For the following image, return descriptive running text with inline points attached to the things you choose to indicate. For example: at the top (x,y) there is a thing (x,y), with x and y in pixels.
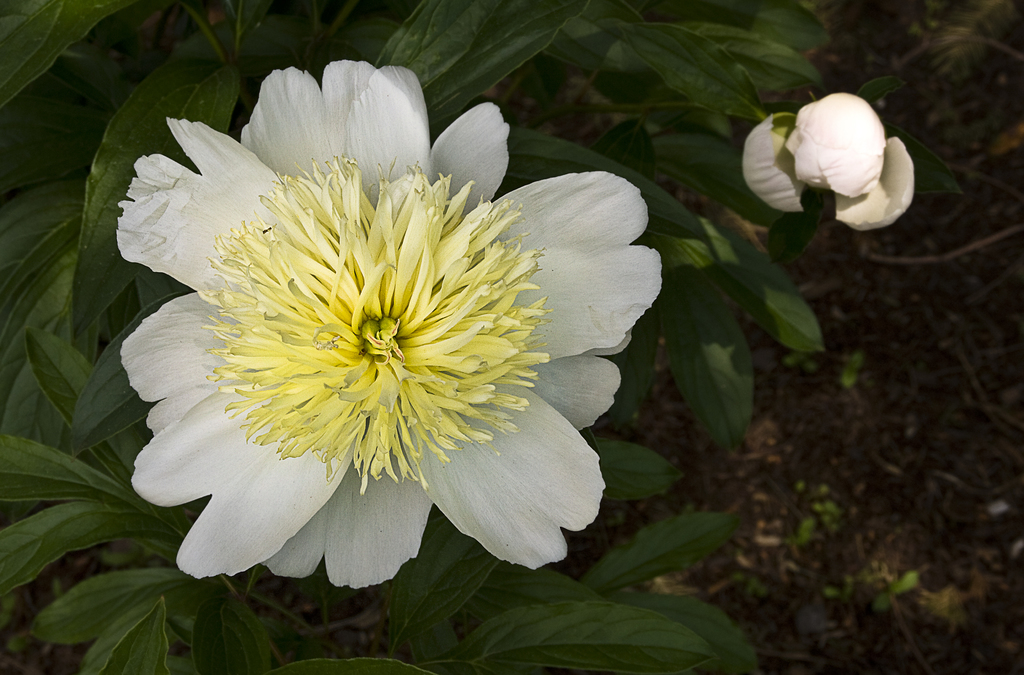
In this image there are two flowers (611,334), at the background of the image (696,74) there is a plant (460,93).
